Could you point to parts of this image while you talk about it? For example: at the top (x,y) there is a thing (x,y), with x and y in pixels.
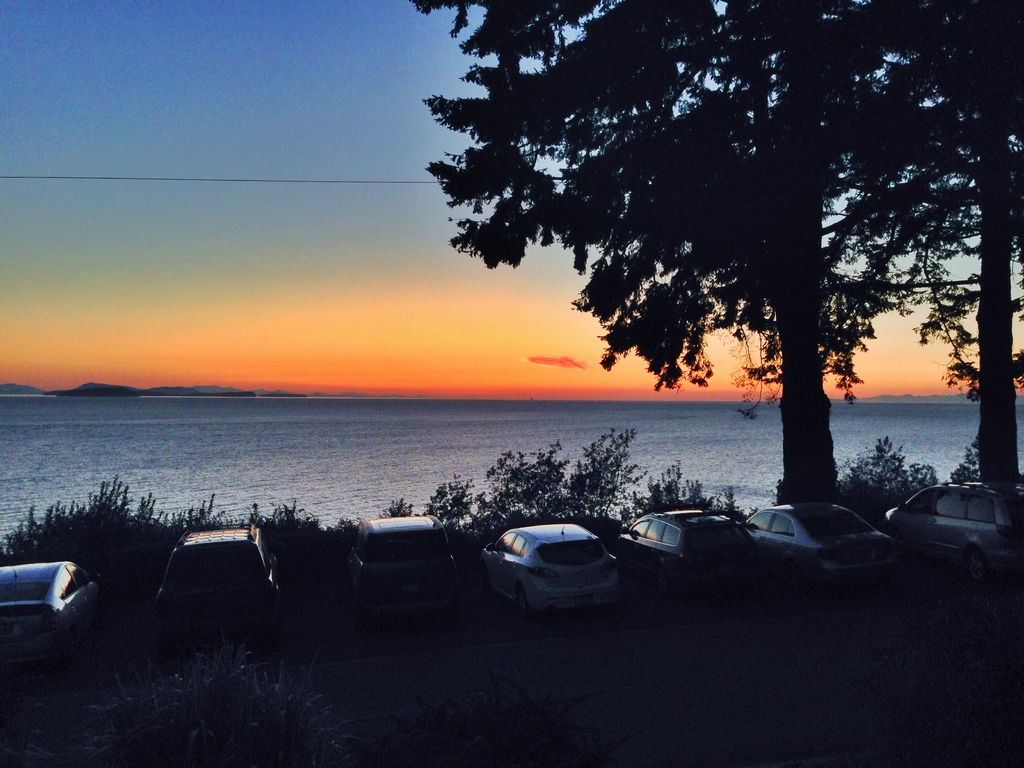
The climate is very pleasant, there is a sea (533,414) and in front of the sea (933,440) there are two trees (779,398) and some plants (606,481) and behind the plants (147,542) many cars (677,565) are parked in a row.
